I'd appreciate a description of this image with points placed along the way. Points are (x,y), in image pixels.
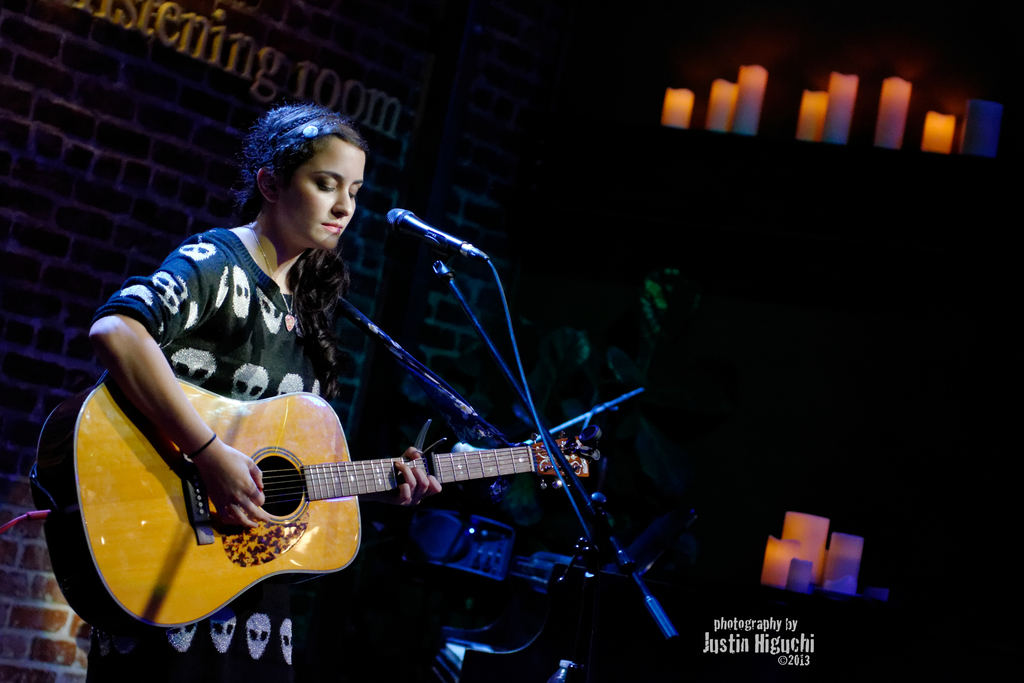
In this picture there is a person (321,115) standing and holding guitar (333,503). There is a microphone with stand (595,510). On the background (239,141) we can see wall (63,86), candles (890,95).
